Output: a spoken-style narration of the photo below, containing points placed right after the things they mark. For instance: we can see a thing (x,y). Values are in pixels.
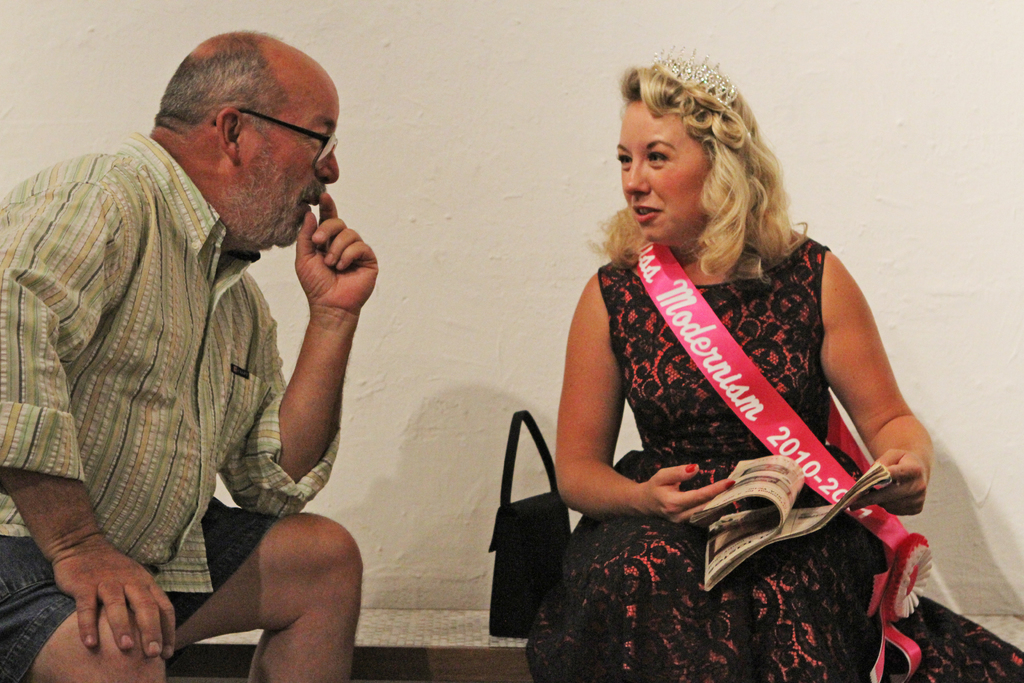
In the foreground of this image (266,375), on the left (146,422), there is a man (162,316) sitting. On the right (771,565), there is woman (774,567) sitting wearing a sash (770,411) holding a book (755,529) and we can also see the crown (703,79) on her head (706,113) and there is a bag (530,569) beside her. In the background (540,108), there is a white wall (534,104).
